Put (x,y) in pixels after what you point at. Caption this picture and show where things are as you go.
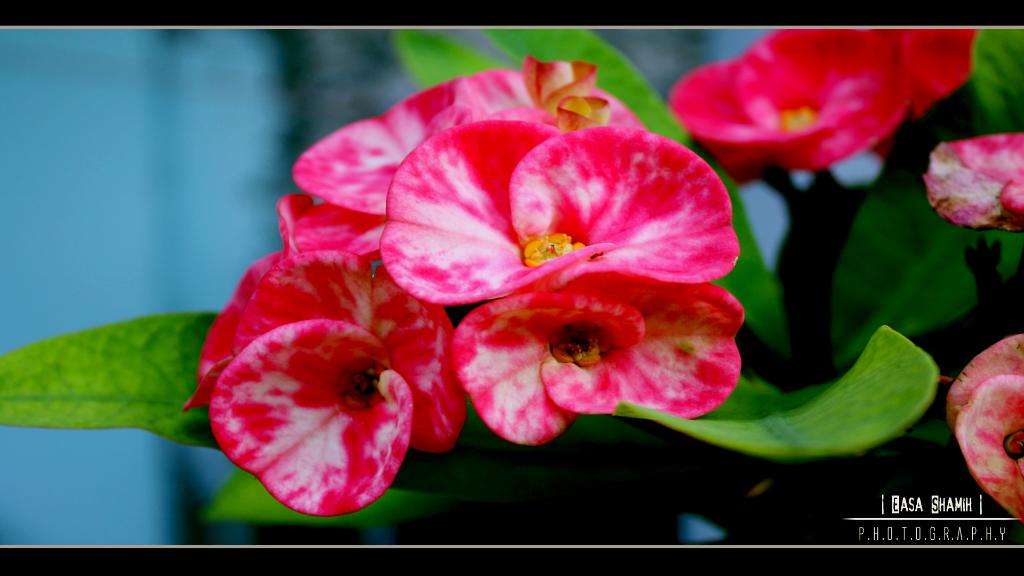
In the picture we can see a plant (479,294) with leaves (858,344) and flowers (319,294) to it which are dark pink in color with some white shades on it.
